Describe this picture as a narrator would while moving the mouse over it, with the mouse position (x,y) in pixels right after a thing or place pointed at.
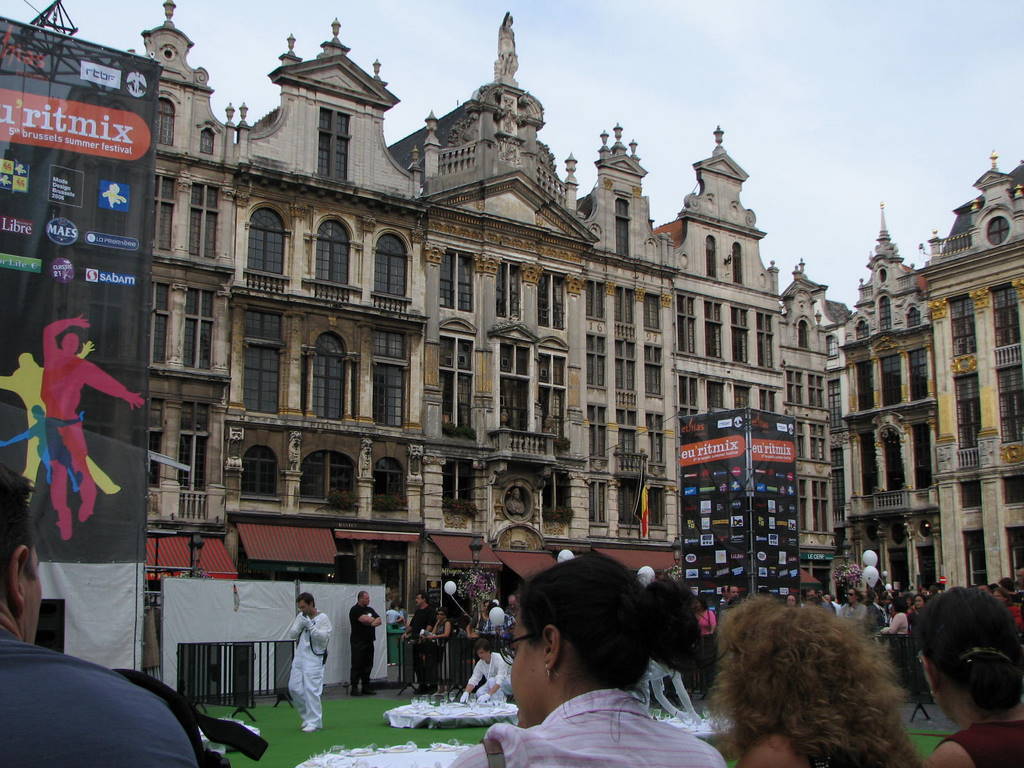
In the image I can see the castle construction (392,259). I can see the glass windows (391,409) and there is a statue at the top of the building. In the picture I can see two hoarding boards (32,439). One is on the left side (138,137) and the other one is on the right side (708,433). I can see a group of people (1021,629) in the picture. There are clouds (915,39) in the sky (799,96).
